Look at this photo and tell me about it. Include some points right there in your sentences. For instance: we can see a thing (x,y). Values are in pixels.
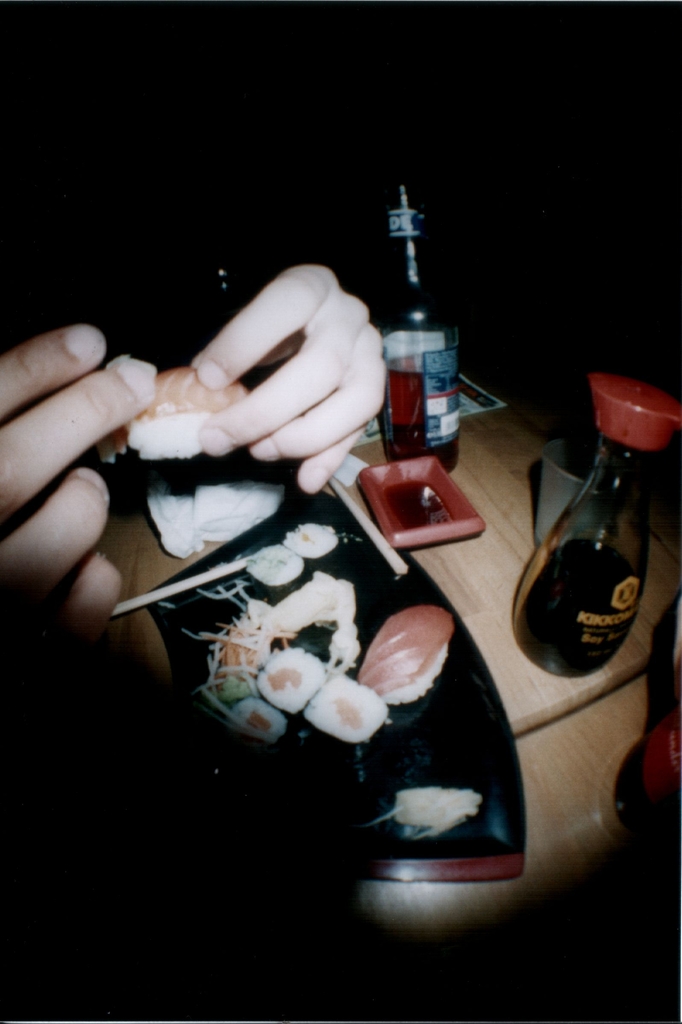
There is a table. There is a sushi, salads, jars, bottles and glass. On the left side (85,392) we have a person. He is holding a sushi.
